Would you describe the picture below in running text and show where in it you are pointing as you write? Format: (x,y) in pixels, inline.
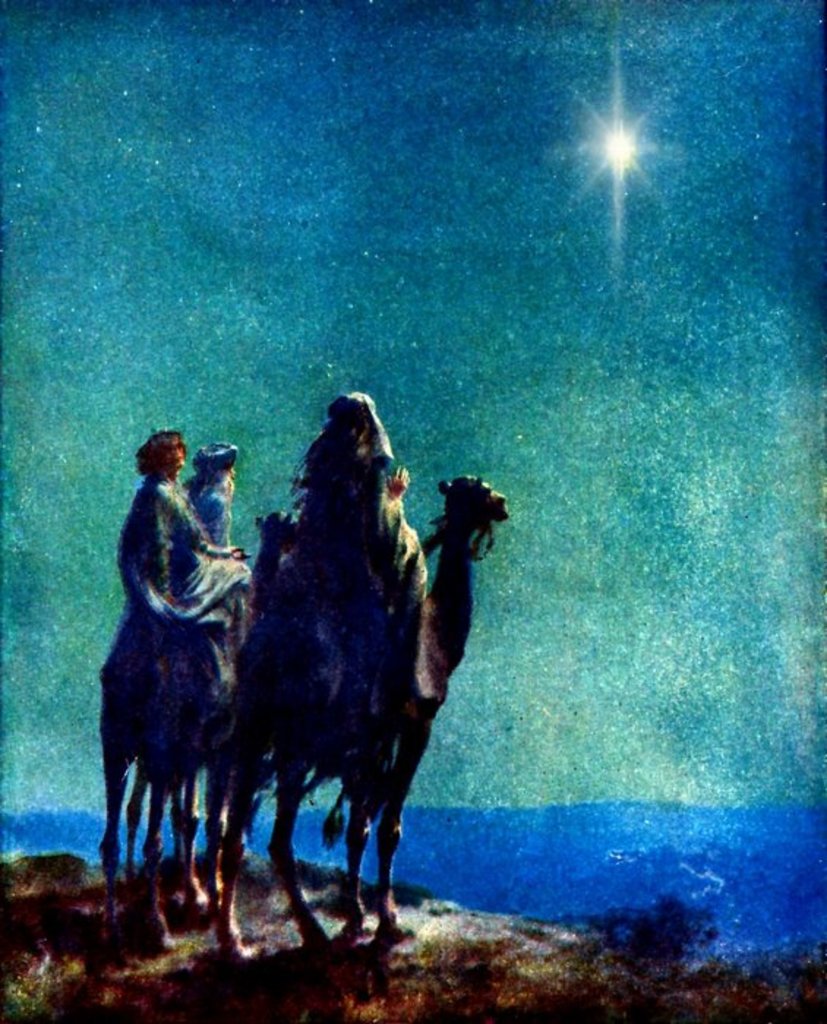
In this picture we can see a painting (343,621), in the painting (327,636) we can find few camels (261,654) and group of people (131,552).
